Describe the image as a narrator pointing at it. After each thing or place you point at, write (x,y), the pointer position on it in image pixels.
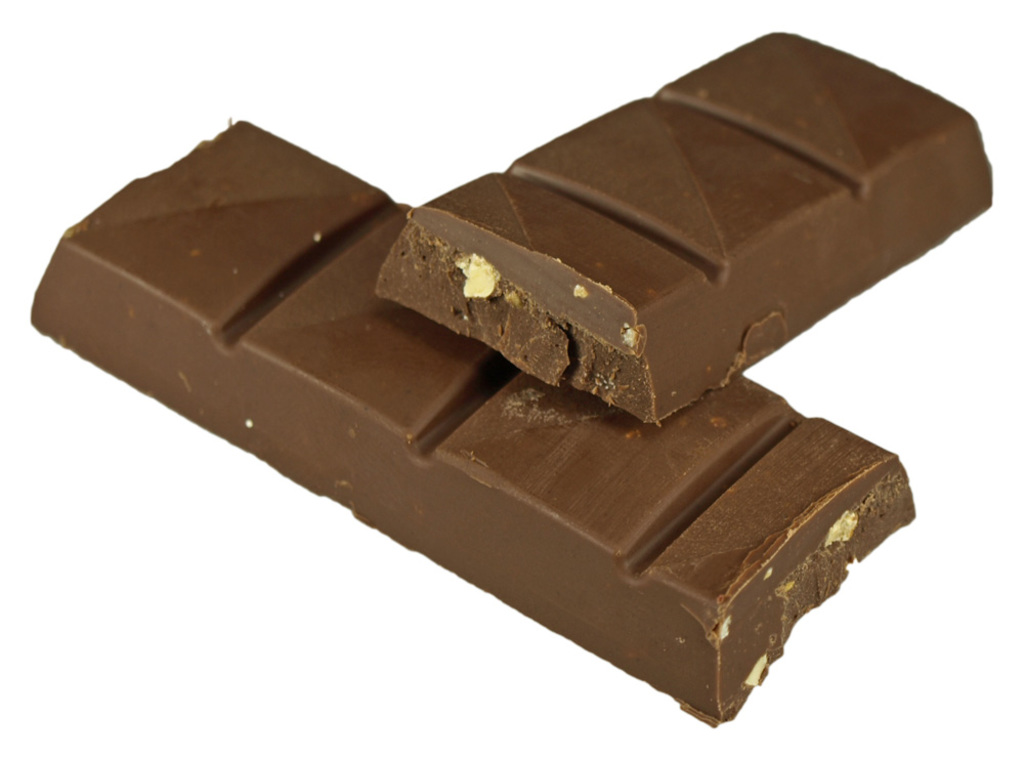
In the image we can see the chocolate bars (395,264).
